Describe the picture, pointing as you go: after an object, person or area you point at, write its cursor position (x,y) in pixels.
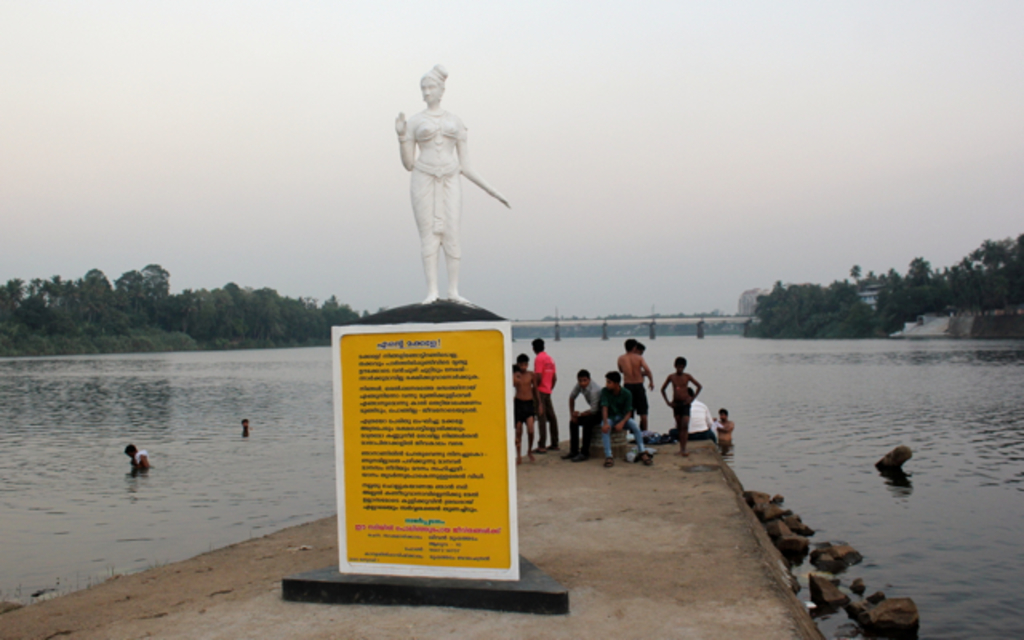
In this image I can see the white color statue (424,188) and the board (440,433). To the side of the statue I can see few people (615,410) with different color dresses (574,434). To the side there are few more people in the water (245,394). In the background (600,331) I can see the bridge (651,331), many trees (774,335) and the sky (906,165).
